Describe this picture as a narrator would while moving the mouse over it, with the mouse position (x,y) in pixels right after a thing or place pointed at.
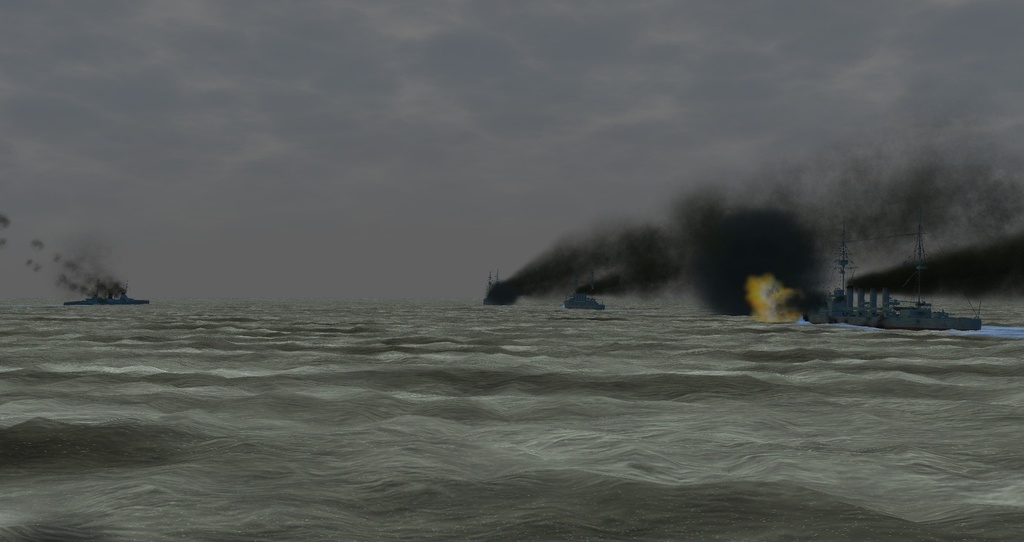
In this image we can see ships (925,316) on the surface (914,448) of water (931,456). At the top of the image (458,99), we can see the sky (406,92) with clouds (373,75). We can see smoke (1023,254) in the sky (498,195).
